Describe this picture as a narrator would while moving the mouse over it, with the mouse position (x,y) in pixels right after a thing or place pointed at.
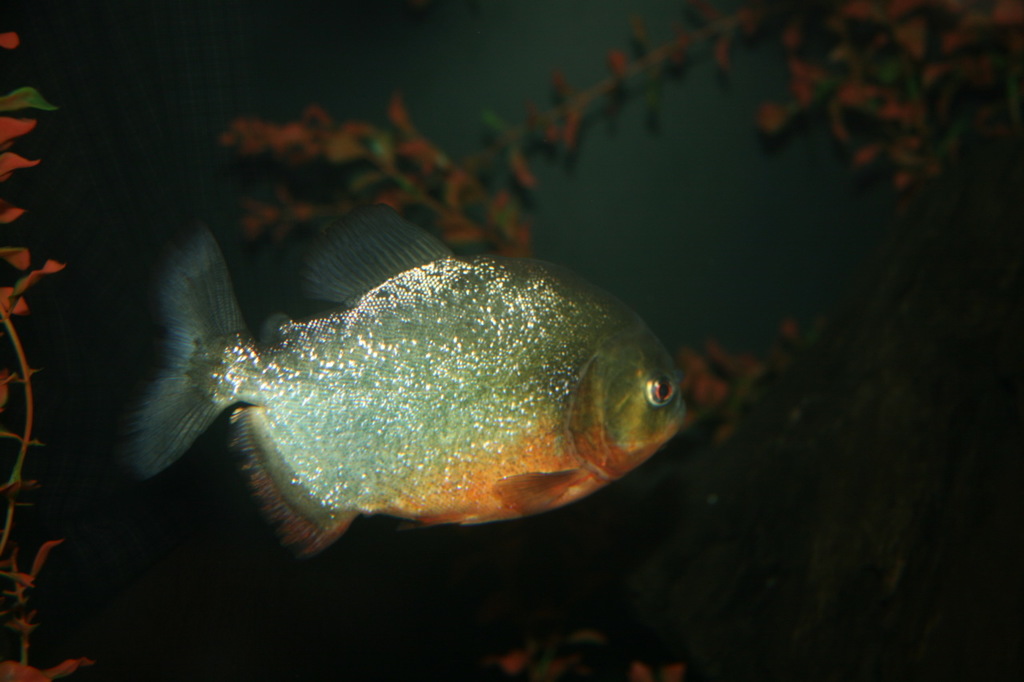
This is an inside view of the water (606,620). Here I can see a fish (459,379) facing towards the right side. In the background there are some plants (900,94).
